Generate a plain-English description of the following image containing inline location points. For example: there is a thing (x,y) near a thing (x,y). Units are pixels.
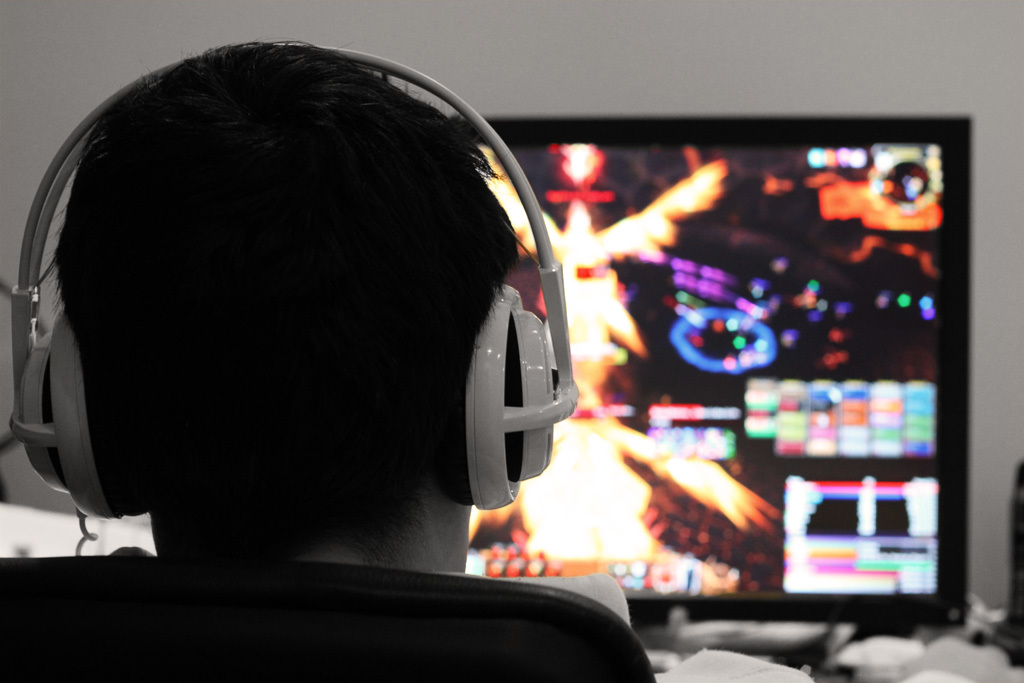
This is a person (441,566) sitting on a chair (428,653). He put a headset (556,404) on his head (153,491). This looks like a monitor (640,401), with a display (547,565). In the background (676,101), that looks like the wall (999,106).
